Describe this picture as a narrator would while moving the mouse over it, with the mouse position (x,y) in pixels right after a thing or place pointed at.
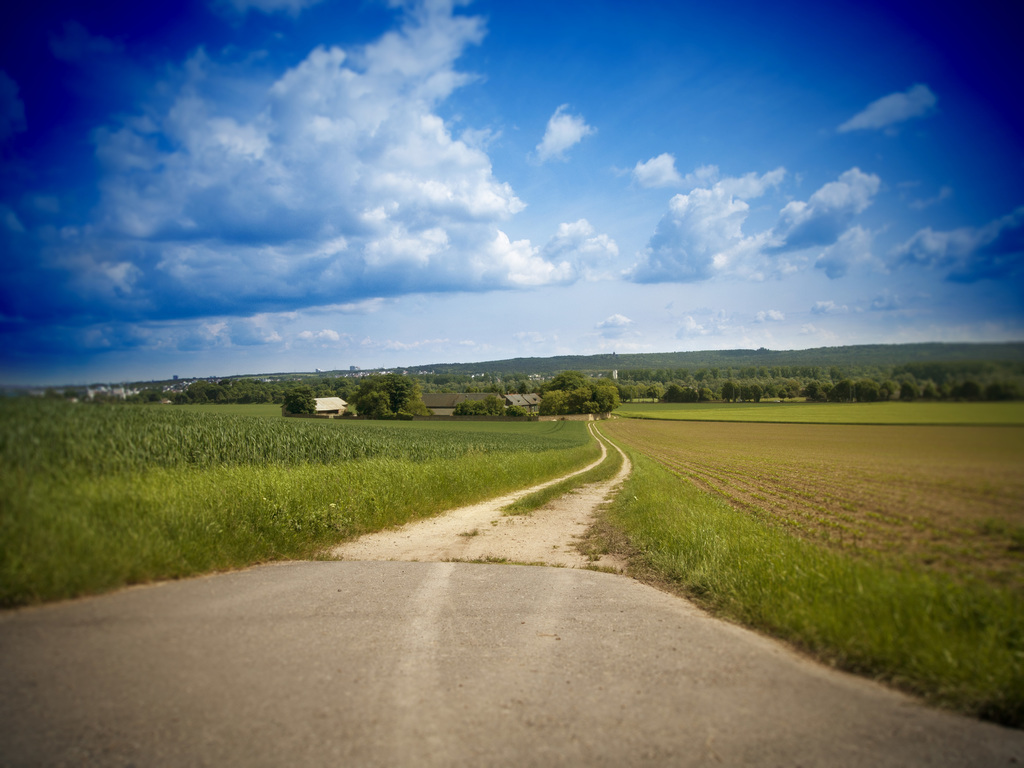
In this image at the bottom (376,625) there is a walkway (613,618), and on the right side (712,562) and left side (94,490) there are some plants (728,528) and crops (498,438). And in the background (441,395) there are some trees (968,389) and some buildings (435,404), and mountains (945,355). At the top (399,62) there is sky (447,174).
